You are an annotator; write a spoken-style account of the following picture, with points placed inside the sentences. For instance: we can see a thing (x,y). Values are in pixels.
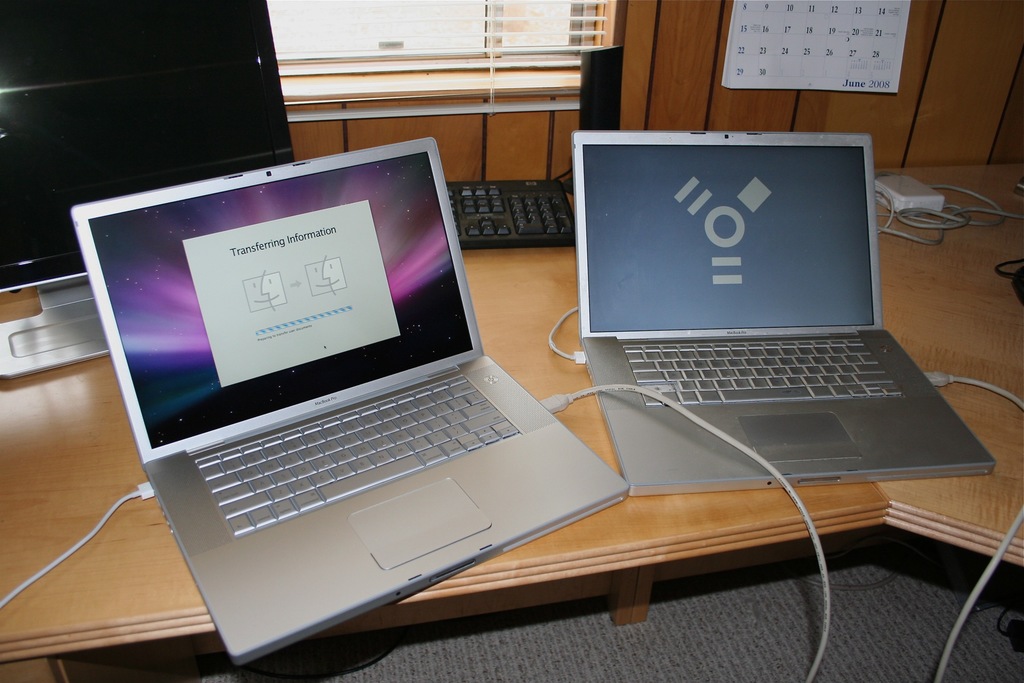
This image consists of two laptops (503,413), one computer (88,117). There is a calendar (836,65) on the top (842,53). There wires (944,217) on the right side (907,222). There is a keyboard (518,208) in the middle (488,245). There is a window (444,63) on the top (372,90).
